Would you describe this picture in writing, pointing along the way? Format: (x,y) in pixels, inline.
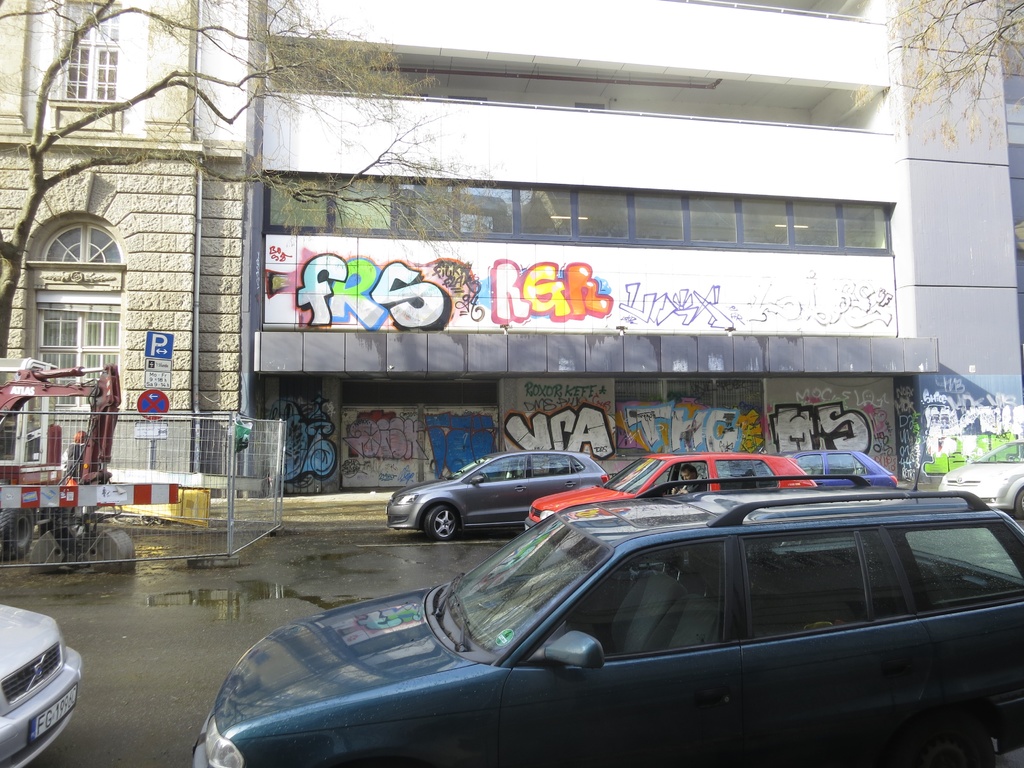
In this image we can see buildings (552,201), graffiti (597,302) on the walls (727,315), sign boards (146,431), fences (251,458), motor vehicles (104,460) on the road (301,573), trees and electric lights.
